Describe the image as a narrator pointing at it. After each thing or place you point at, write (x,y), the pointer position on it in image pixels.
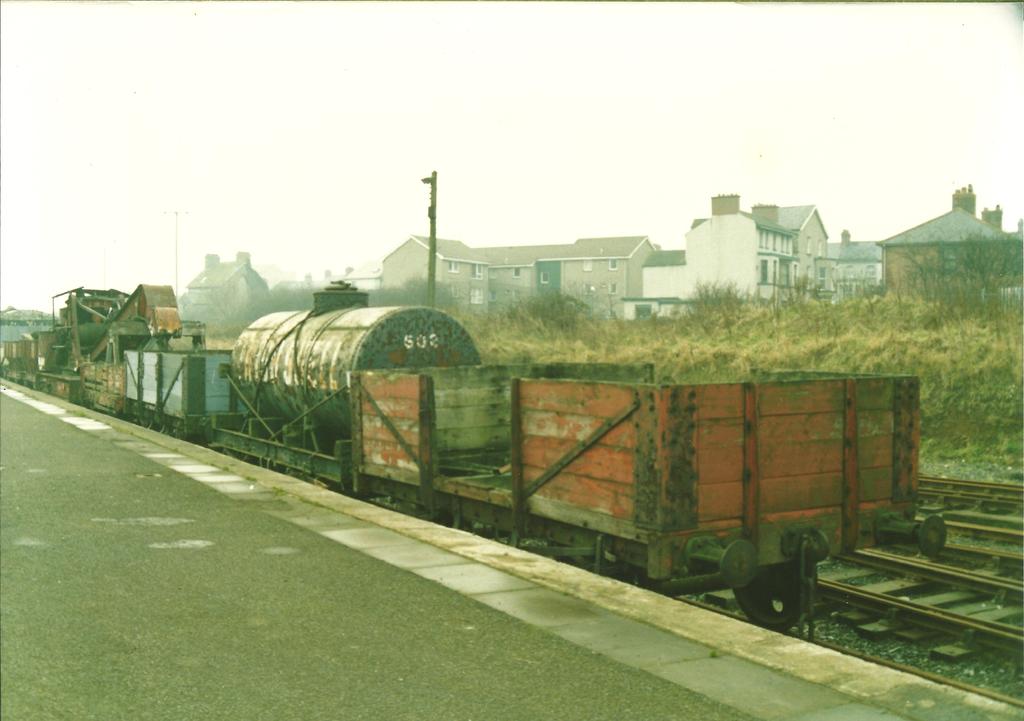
In the center of the image (474,363) there is a train (18,351) carrying goods (611,510). There is a railway track (883,593). In the background of the image (747,231) there are houses (208,291), poles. At the top of the image (244,132) there is sky (285,71). At the bottom of the image (270,687) there is road (181,621).
